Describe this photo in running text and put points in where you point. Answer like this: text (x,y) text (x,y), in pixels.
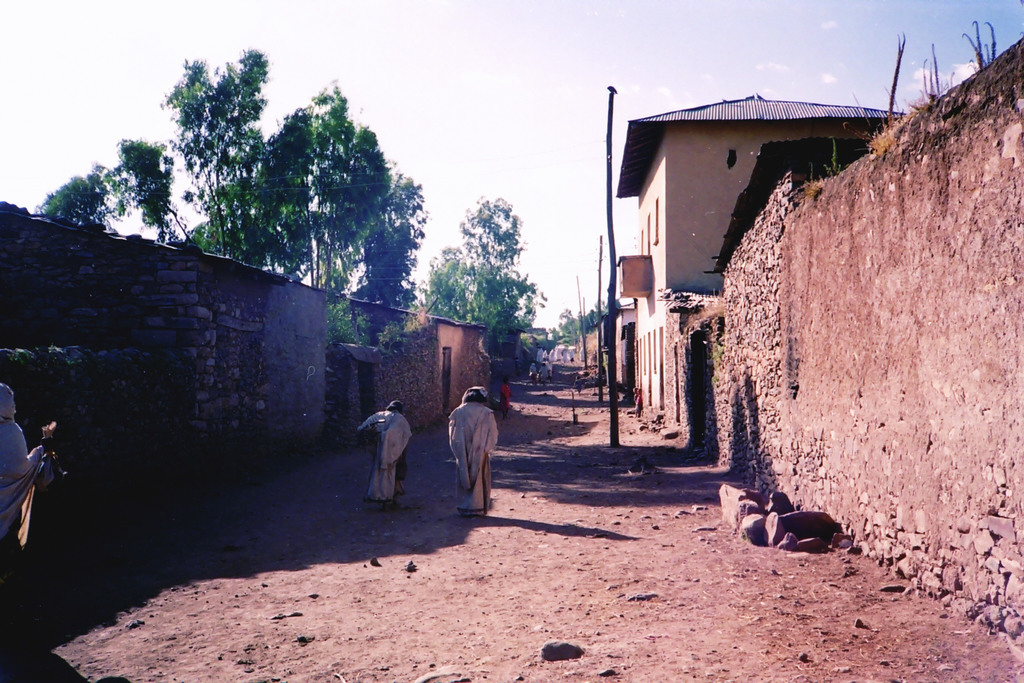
This is an outside view. At the bottom (502,567) there is a road (481,613) and few people (18,503) are walking on this road (412,525). Beside the road (313,557) there are few poles (610,303) and on the both sides there are many houses (296,362). In the background (347,270) there are some trees (413,233). At the top of the image (471,88) I can see the sky (301,85).
